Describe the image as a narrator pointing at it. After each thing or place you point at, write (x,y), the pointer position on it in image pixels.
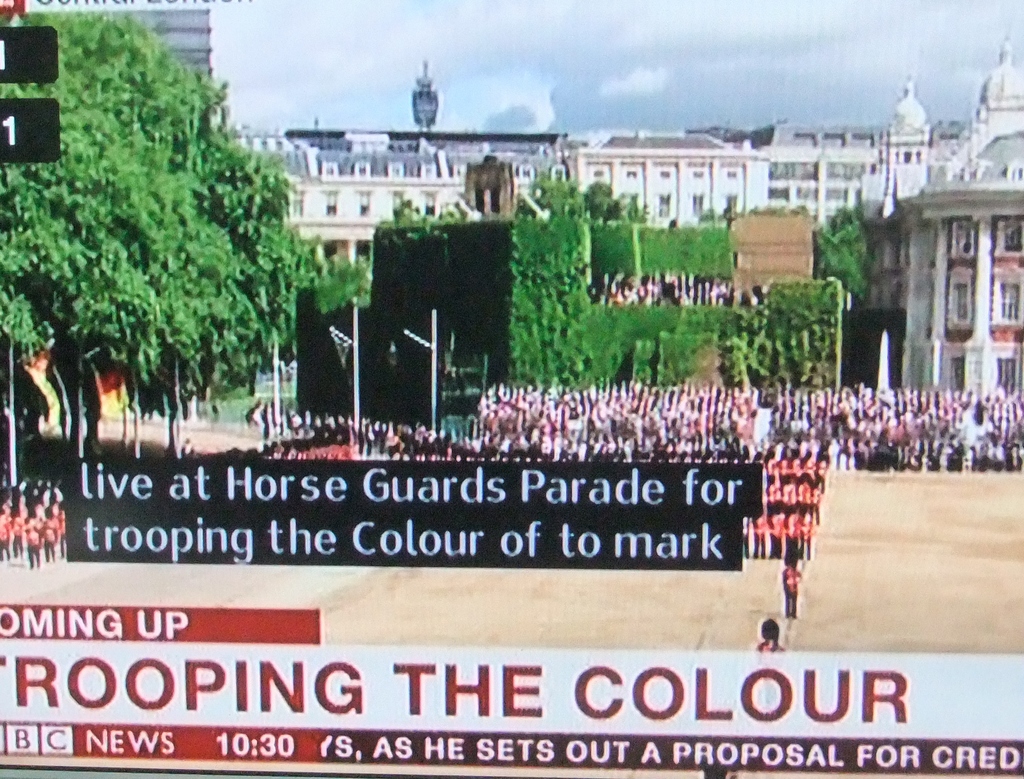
This is an edited image. In which in the front (225,520) there is some text (450,544) written on the image and in the background (624,448) there are persons (766,445), trees (162,150) and buildings (899,156) and the sky (751,67) is cloudy.
